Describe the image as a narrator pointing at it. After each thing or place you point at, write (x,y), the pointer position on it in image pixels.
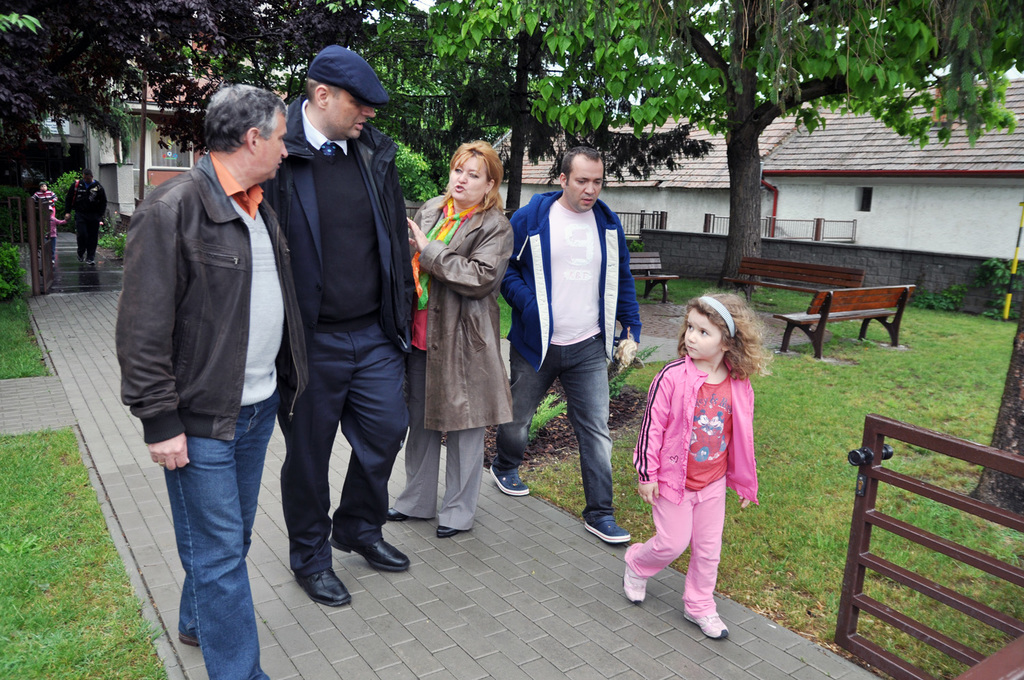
In this image there are few people (450,485) along with the kid (699,488) is walking on the floor (457,619). In the background (112,162) there is a house (159,111). There are benches (746,259) on the ground (697,279) beside them. On the right side (920,201) there are houses (699,196). On the ground (809,442) there is grass (838,423). At the top (821,72) there are leaves (597,51).
